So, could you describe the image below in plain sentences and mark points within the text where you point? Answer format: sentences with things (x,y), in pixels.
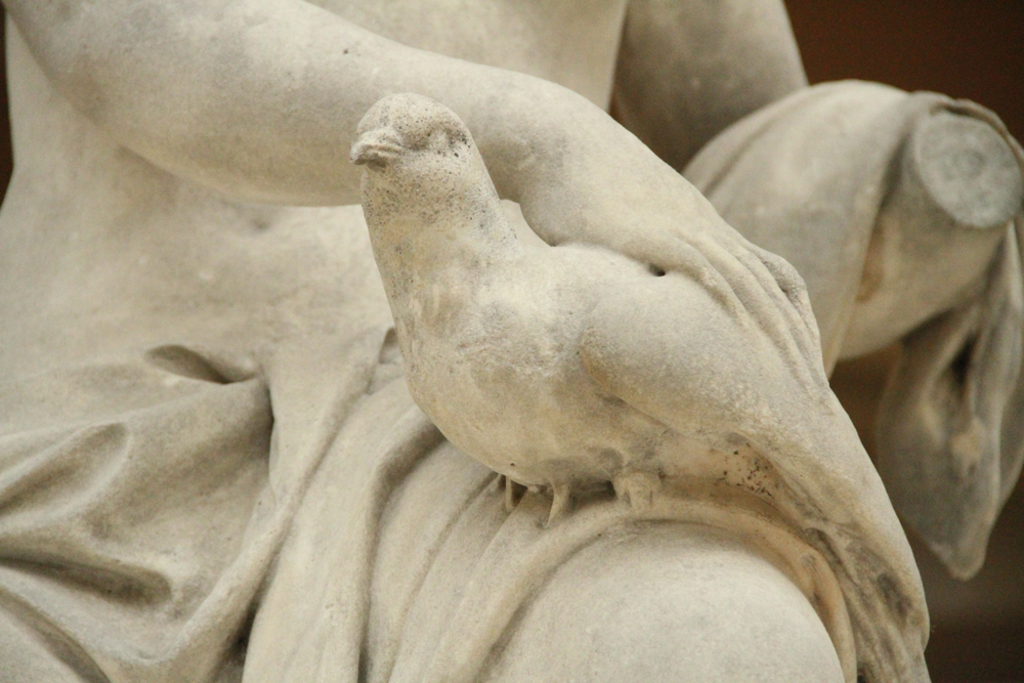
In this image I can see the statue (664,404) and the statue (357,255) is in cream color.
